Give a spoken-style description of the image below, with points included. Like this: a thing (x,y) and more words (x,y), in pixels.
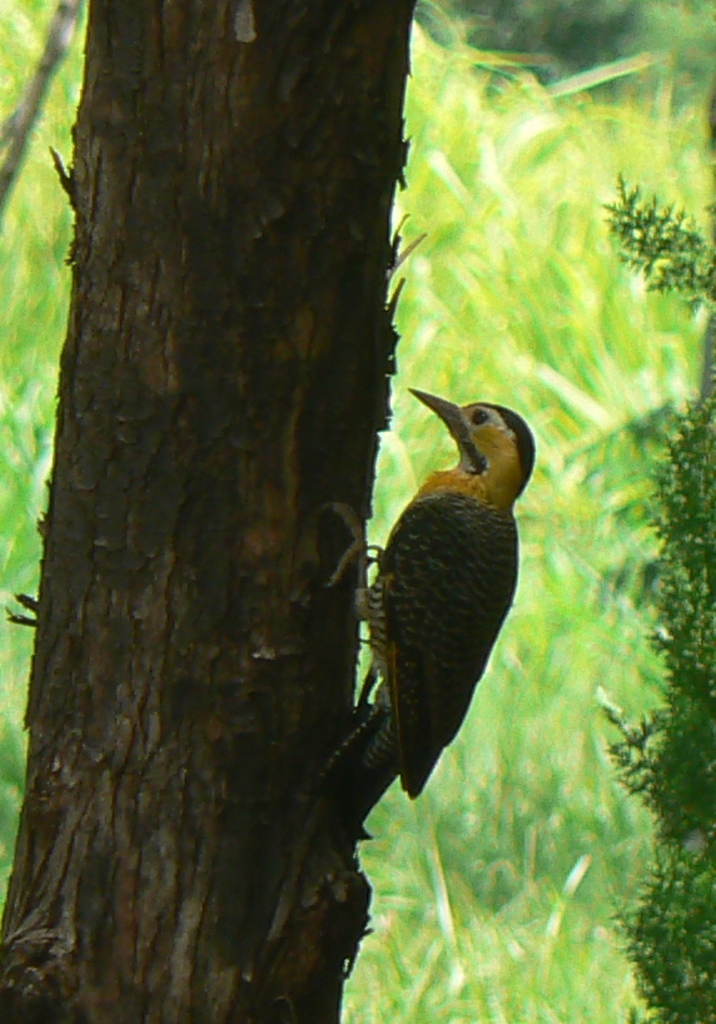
In this image I can see the bird (399,625) on the tree trunk (233,690). The bird (376,666) is in black, yellow and white color. In the background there is grass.
